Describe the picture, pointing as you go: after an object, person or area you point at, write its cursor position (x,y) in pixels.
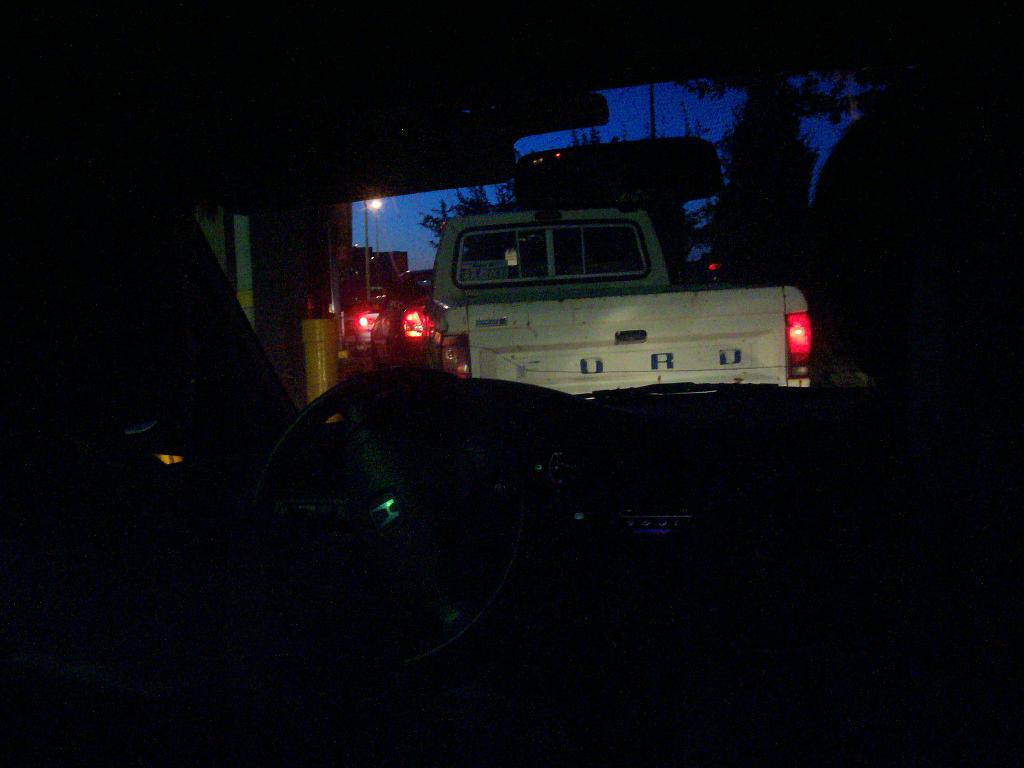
In the picture I can see groups of cars (479,308). In the middle of the image (419,328) I can see red lights (419,313). There is a sky (645,121) on the top of this image (639,120).
